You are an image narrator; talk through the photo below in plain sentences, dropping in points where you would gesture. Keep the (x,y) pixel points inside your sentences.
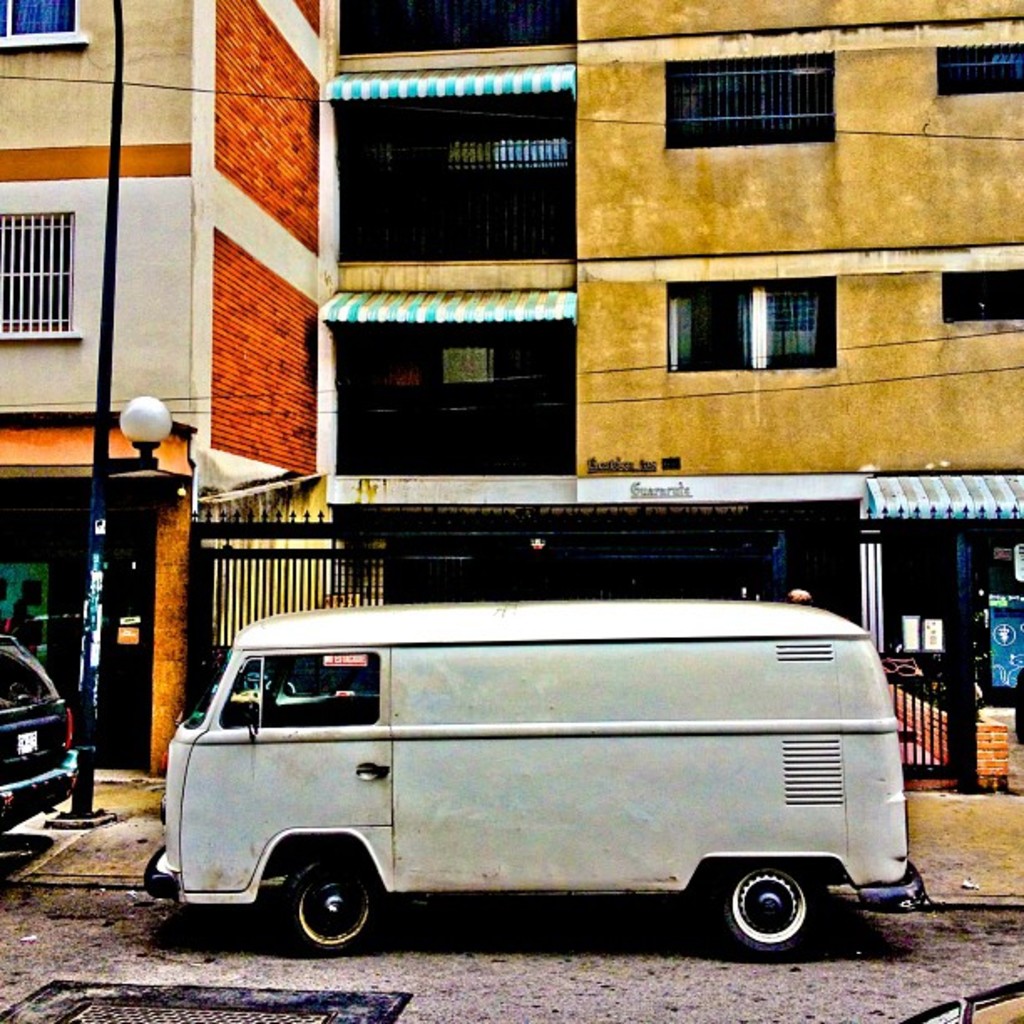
In this picture we can see few vehicles (402,752) on the road (803,970), beside to the vehicles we can find a pole (102,458), few buildings (346,376), light (164,417) and a metal door (331,570).
